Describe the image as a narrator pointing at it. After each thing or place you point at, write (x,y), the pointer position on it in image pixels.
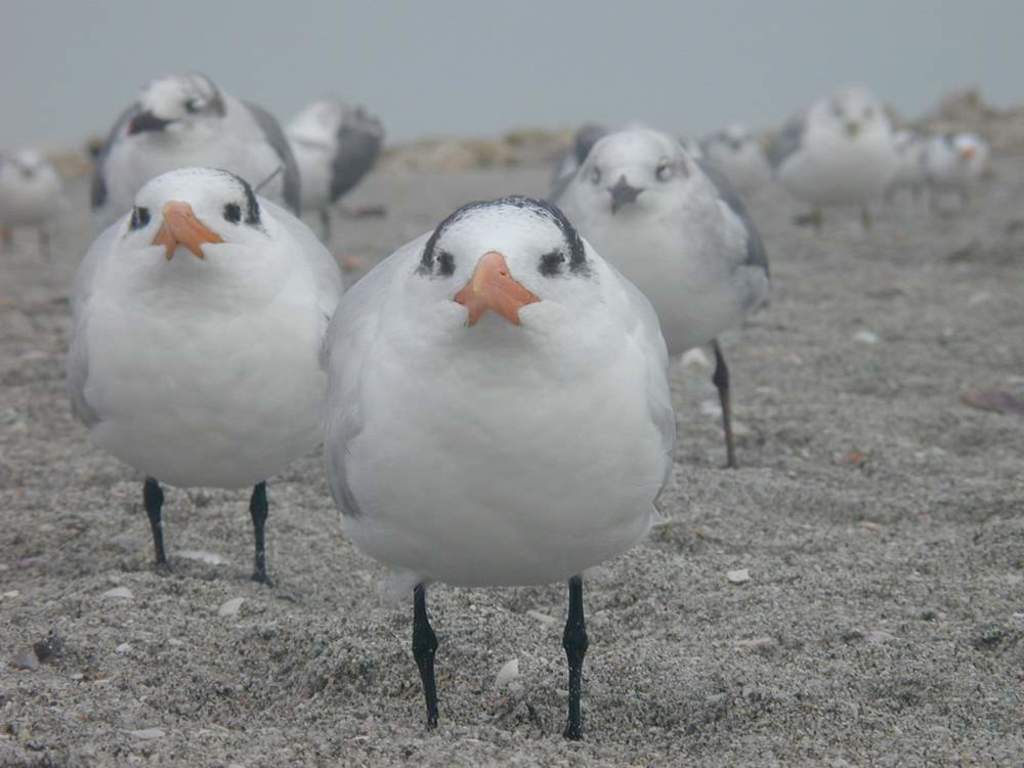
In this image we can see a few birds (333,368) on the ground (222,504) and in the background (420,63) we can see the sky (406,73).
